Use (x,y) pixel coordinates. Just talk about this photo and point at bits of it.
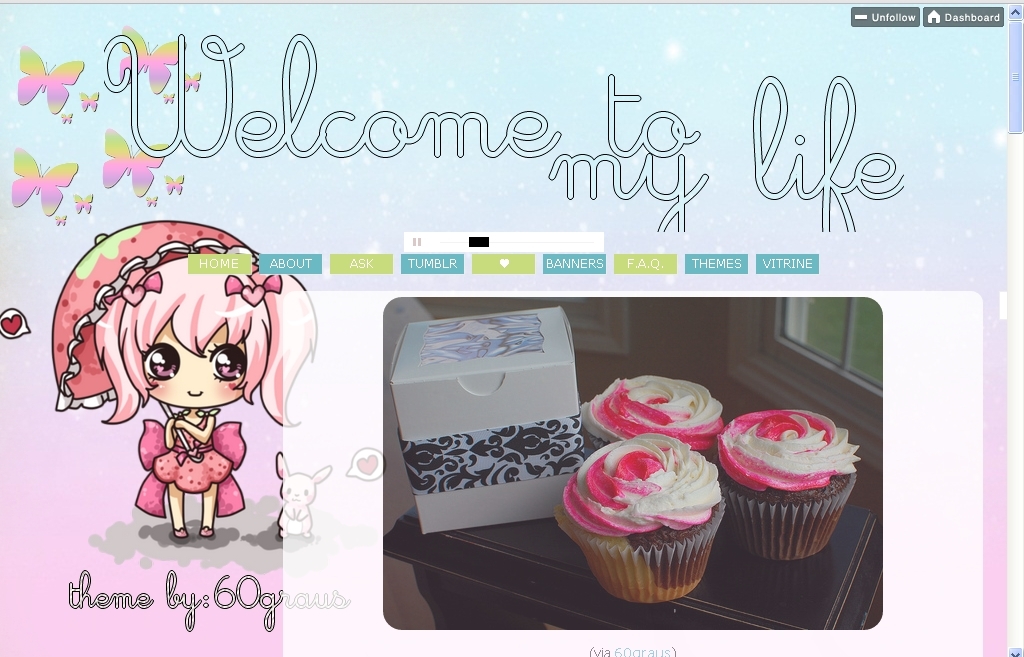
It is an edited image. In this image there is a depiction of a doll (202,462). There are cupcakes (823,459) and an object (494,492) on the table (759,572). There is a glass window (807,358). There is some text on the image.
